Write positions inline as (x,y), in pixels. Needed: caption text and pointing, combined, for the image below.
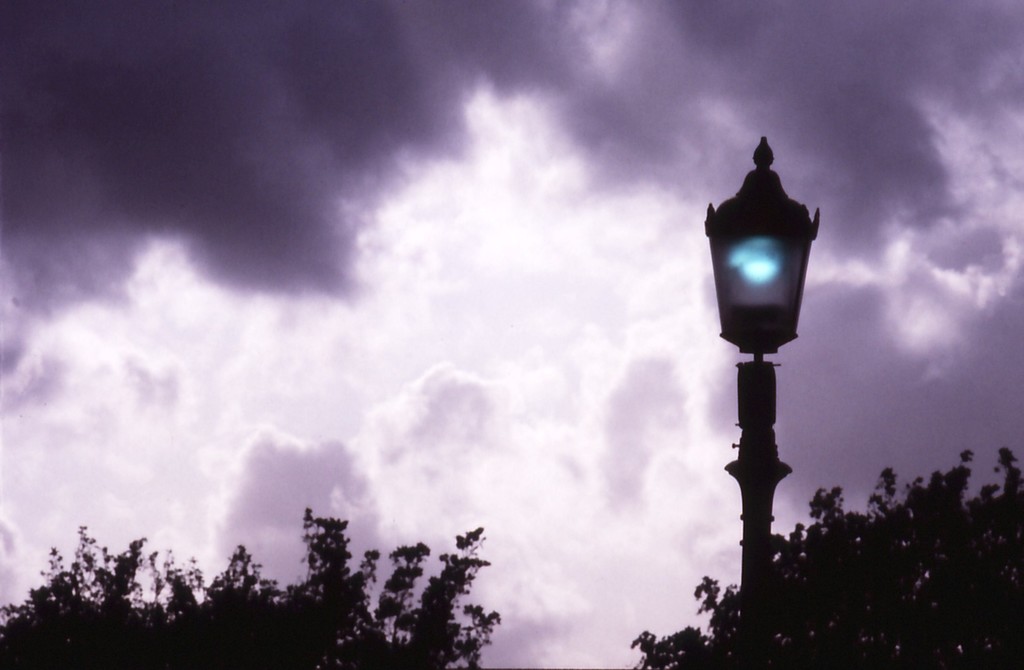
This image consists of clouds (494,372) in the sky (480,432). At the bottom (799,596), there are trees (820,603). In the middle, there is a pole (768,400) along with a light (800,205).
